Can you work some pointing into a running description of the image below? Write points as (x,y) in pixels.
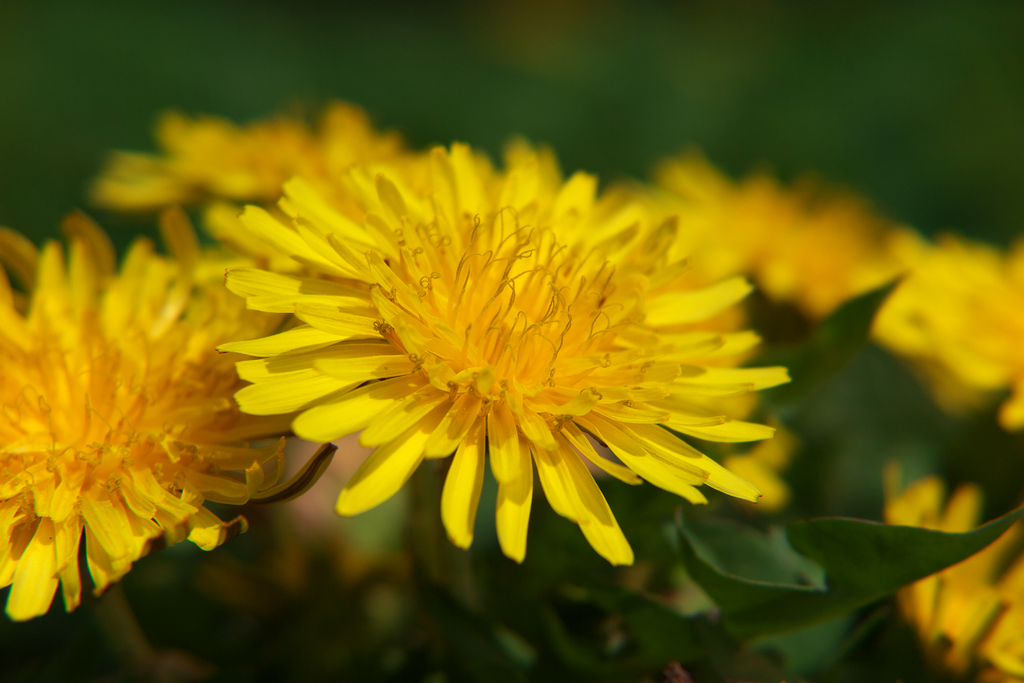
In this picture there are yellow color flowers (251,173) in the center of the image (406,423) and the background (412,109) area of the image is blur.
